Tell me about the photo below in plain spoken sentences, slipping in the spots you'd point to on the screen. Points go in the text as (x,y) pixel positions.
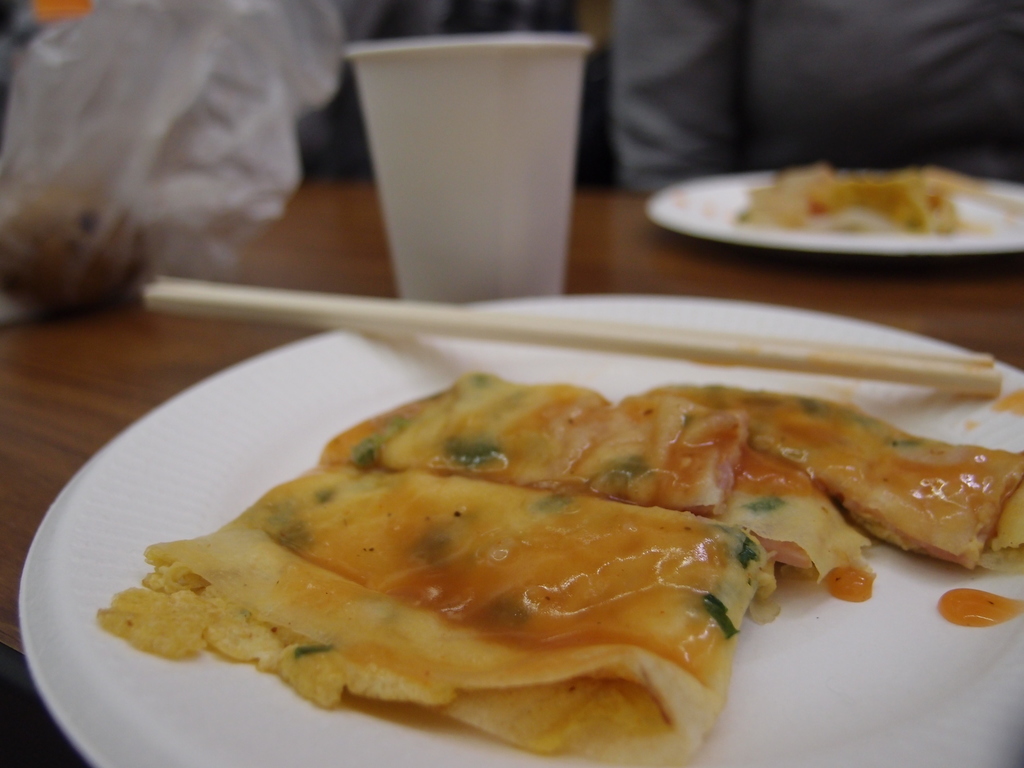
This image consists of food (462,483) which is in the center (514,483) on the white plate (335,426) and there is a glass (509,198) and in the background (731,72) there is a person (668,52).
